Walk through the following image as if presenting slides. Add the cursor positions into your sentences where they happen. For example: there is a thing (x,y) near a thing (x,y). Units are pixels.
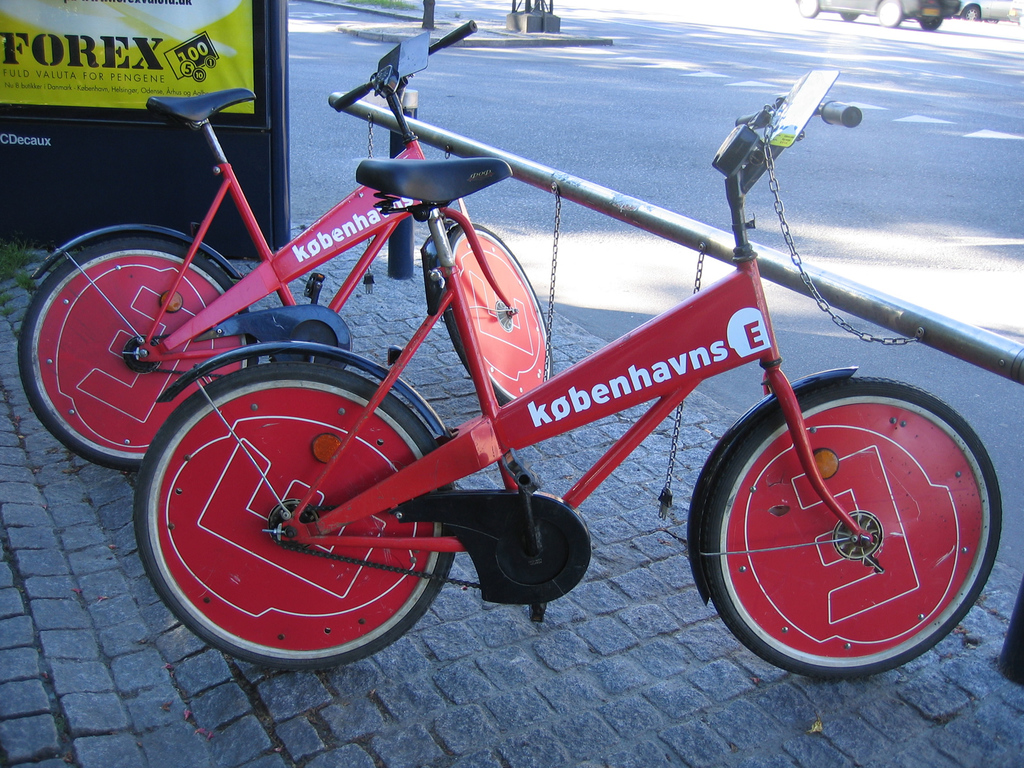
In the picture there are two cycles (269,336) tied to a rod (666,226) with the chains (553,234), beside the cycles (852,112) there is a road (666,75) and some vehicle (880,11) is moving on the road (872,50).
